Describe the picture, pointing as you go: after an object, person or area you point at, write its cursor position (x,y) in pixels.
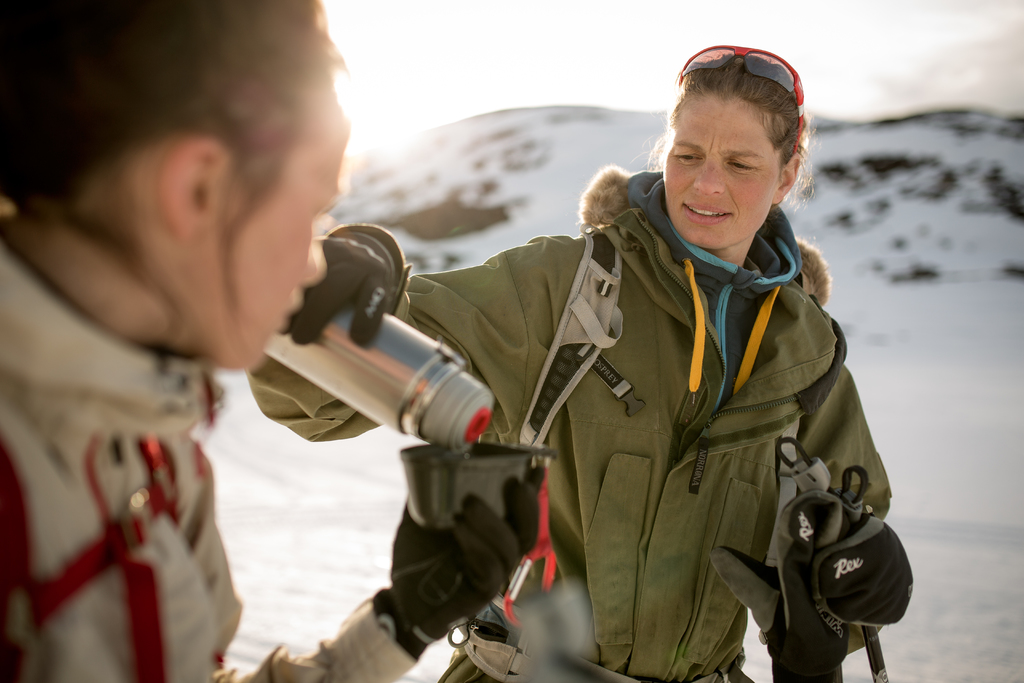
In this image on the left side (137,392) we can see a woman (156,219) is holding a cup (417,508) in the hand (420,548) and another woman (507,319) is holding a bottle (337,329) in the hand (339,314) and glove (377,282) and an object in the another hand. In the background (593,161) we can see snow (617,161), hill (617,161) and sky (636,92).
